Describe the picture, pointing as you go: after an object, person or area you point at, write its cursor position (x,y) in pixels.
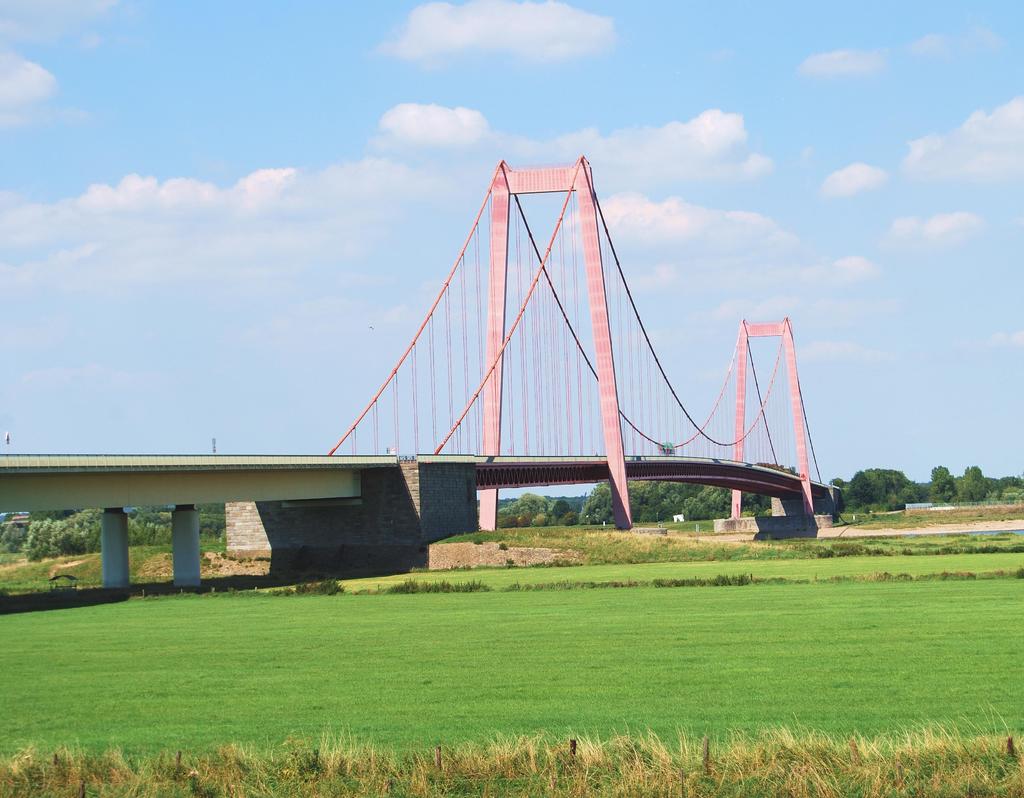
In this image we can see grass (593,678) on the ground (449,712). In the background (517,476) we can see bridge (362,494), trees (98,518), poles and clouds (572,28) in the sky (426,218).
